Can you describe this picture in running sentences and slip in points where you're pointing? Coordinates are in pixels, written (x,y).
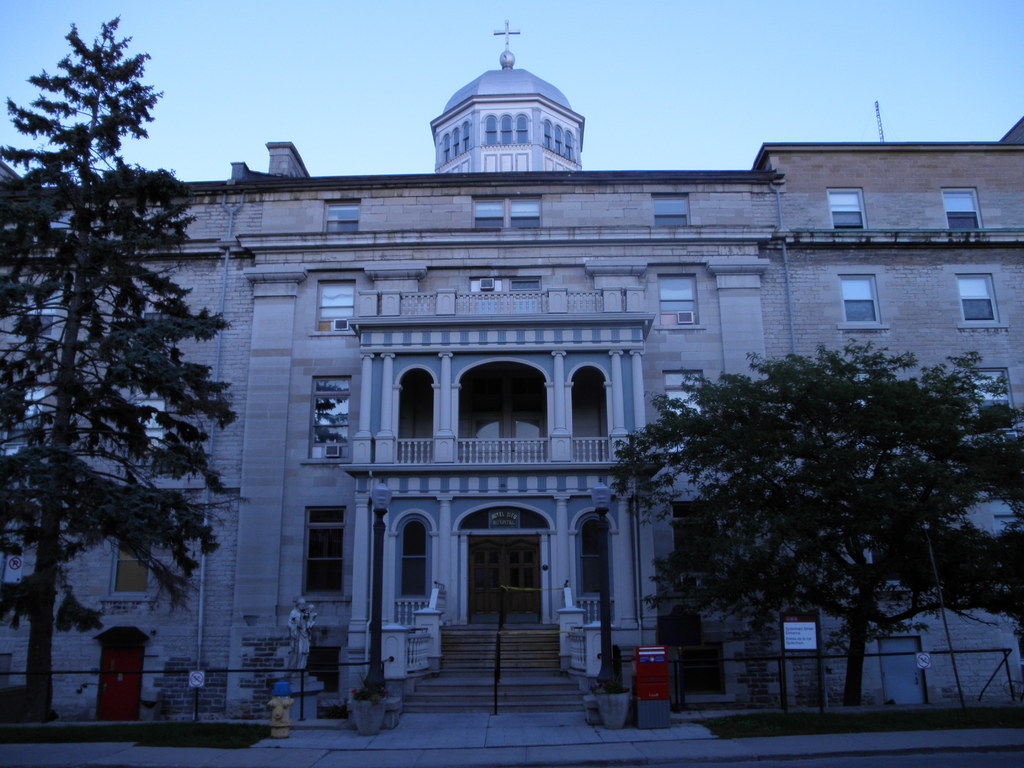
In this image I can see few trees (922,465), railing (897,652). In the background (511,432) I can see the building (418,420) and the sky (624,49) is in blue color.
